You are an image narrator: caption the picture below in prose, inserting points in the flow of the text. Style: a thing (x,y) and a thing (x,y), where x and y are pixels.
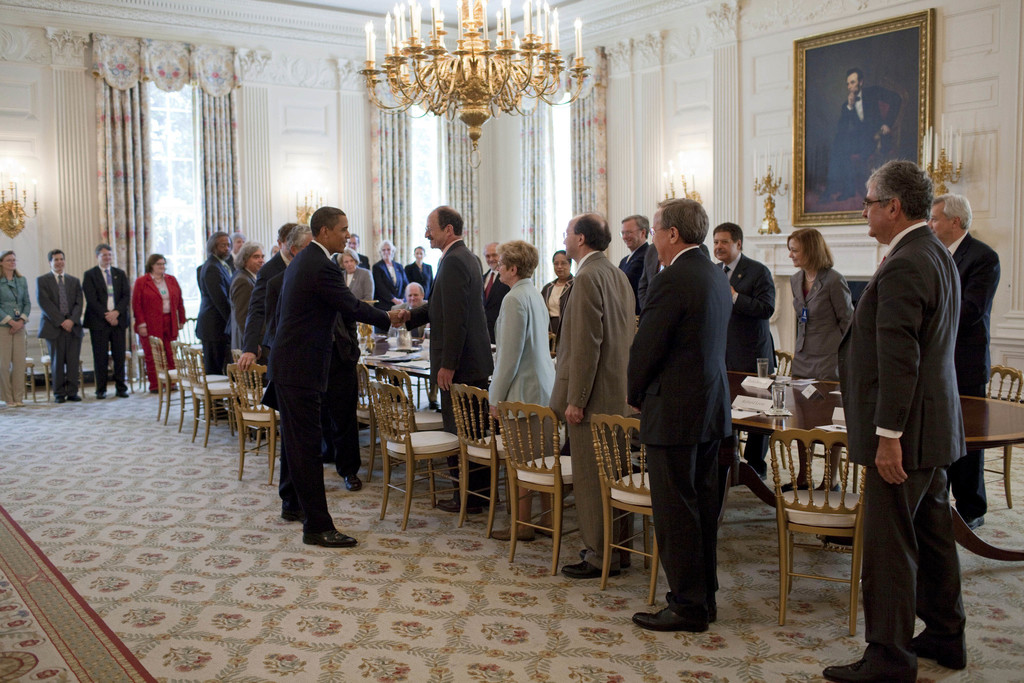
As we can see in the image, there is a white color wall (52,162), curtains (114,150), chandelier (493,77), photo frames (877,131), chairs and tables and there are few people (511,368) standing on floor (164,603).
